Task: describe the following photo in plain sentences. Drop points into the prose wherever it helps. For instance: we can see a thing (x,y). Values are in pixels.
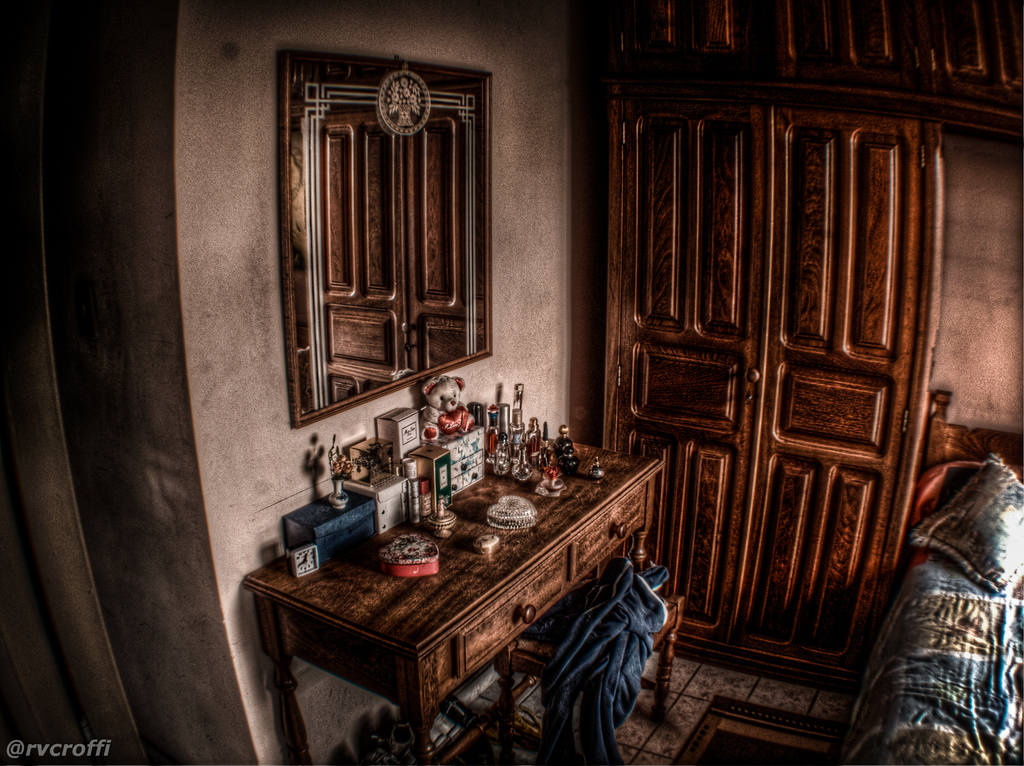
This is a room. On the right side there is a bed (954,609) with pillow (998,524). Near to that there is a wooden cupboard (715,267). On the left side (73,619) there is a curtain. On the wall (504,393) there is a mirror (375,265). Also there is a table (432,608). Near to that there is a stool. On that there is a cloth (620,630). On the table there are boxes (406,548), clock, teddy bear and many other items (517,420).
